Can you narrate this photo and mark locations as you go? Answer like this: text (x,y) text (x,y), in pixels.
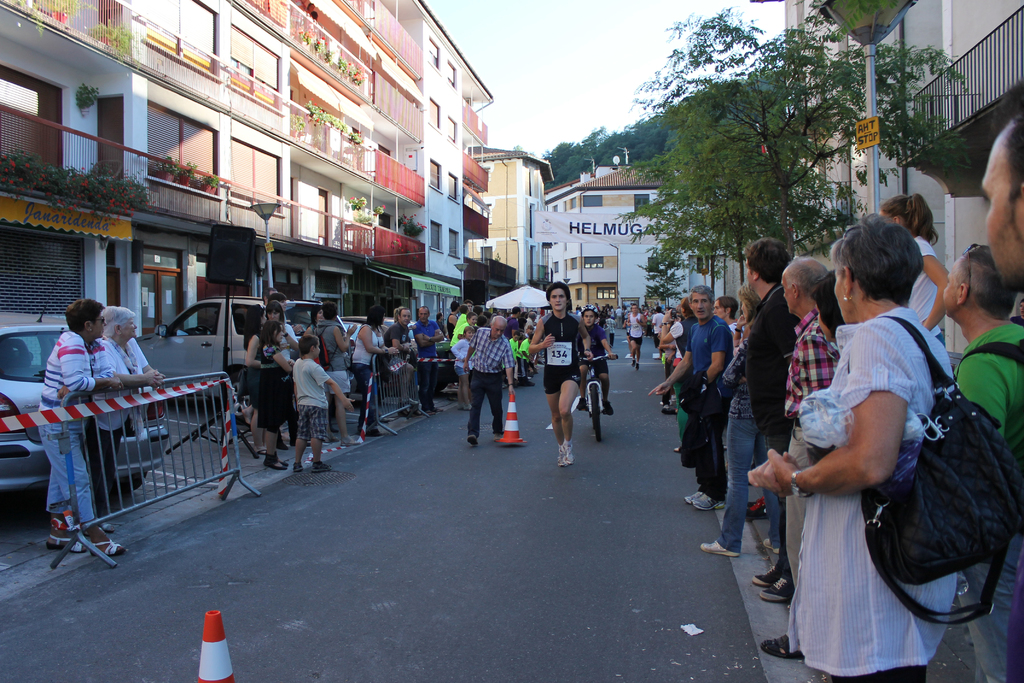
In the picture we can see a street (554,624), in that we can see a road (342,583) and some people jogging and some are riding a bicycle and besides to the path (329,586) we can see some people (901,346) are standing and on the other side also we can see some people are standing and watching them near the railing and behind them we can see a car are parked and buildings (46,85) and in the background (585,2) we can also see some buildings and trees (708,90) and sky (541,39).
